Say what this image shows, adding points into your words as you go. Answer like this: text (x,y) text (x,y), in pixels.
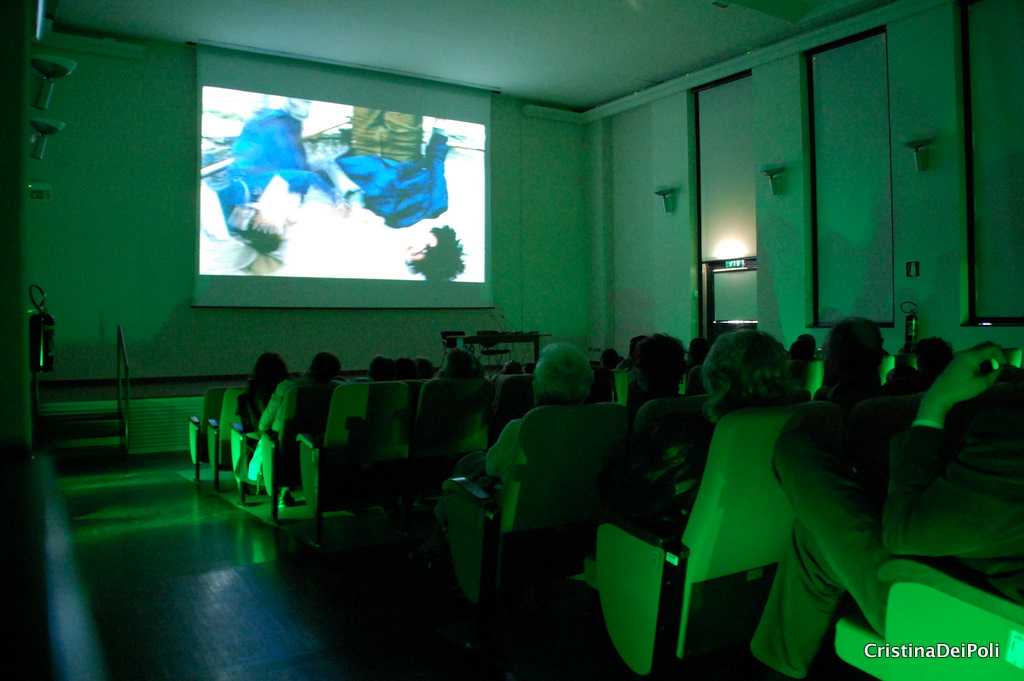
In this picture, we see many people (549,374) are sitting on the chairs (763,552). In front of them, we see a projector screen (369,236) which is displaying something. Behind that, we see a wall (147,177). On the right side (766,108), we see a wall (678,199). On the left side (37,315), we see the staircase (96,436), fire extinguisher (37,339) and a wall (33,392). This picture is clicked in the dark.
